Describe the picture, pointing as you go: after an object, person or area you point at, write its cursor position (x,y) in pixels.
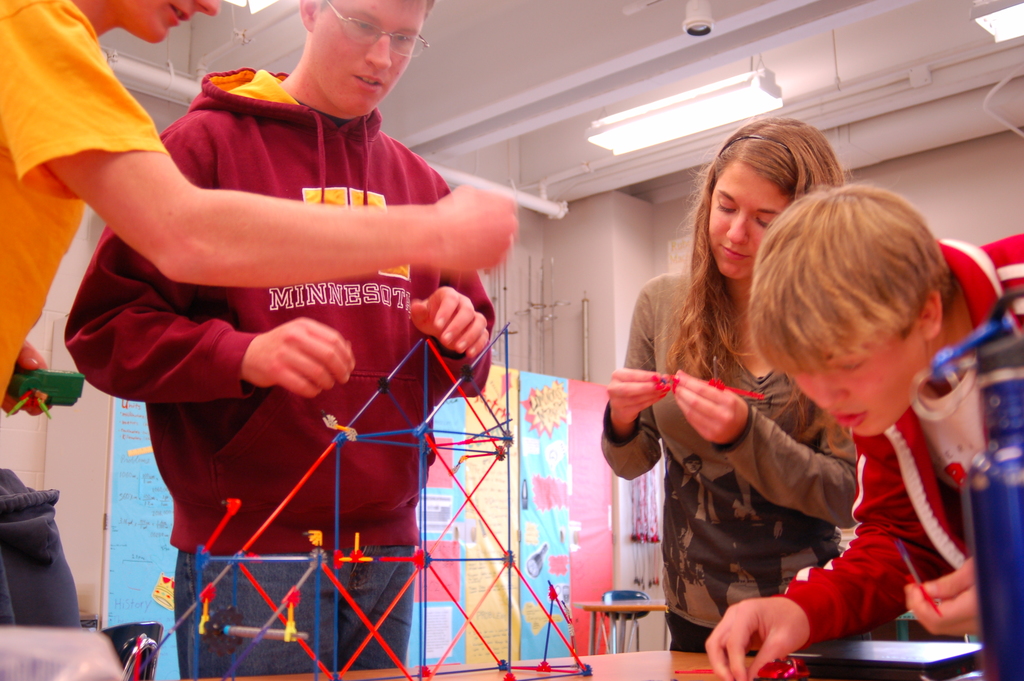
In this picture there are people (691,331) those who are standing around the table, they are arranging a model of a triangle (425,524), with the help of sticks (452,431) and there are lamps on the roof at the top side of the image (757,80), there are posters (590,492) in the background area of the image (555,532).
